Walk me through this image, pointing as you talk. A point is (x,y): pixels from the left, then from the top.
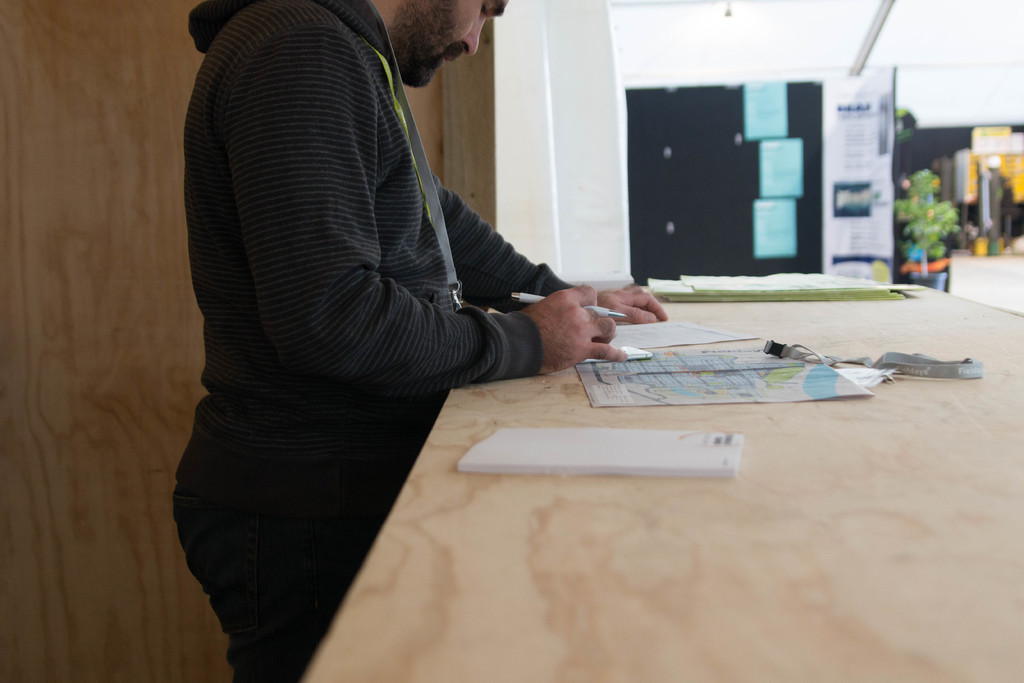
Here we can see that a person (454,26) is standing and holding a pen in his hands (576,291), and in front (708,513) there is the table (656,415) and papers (717,394) on it and some other objects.
